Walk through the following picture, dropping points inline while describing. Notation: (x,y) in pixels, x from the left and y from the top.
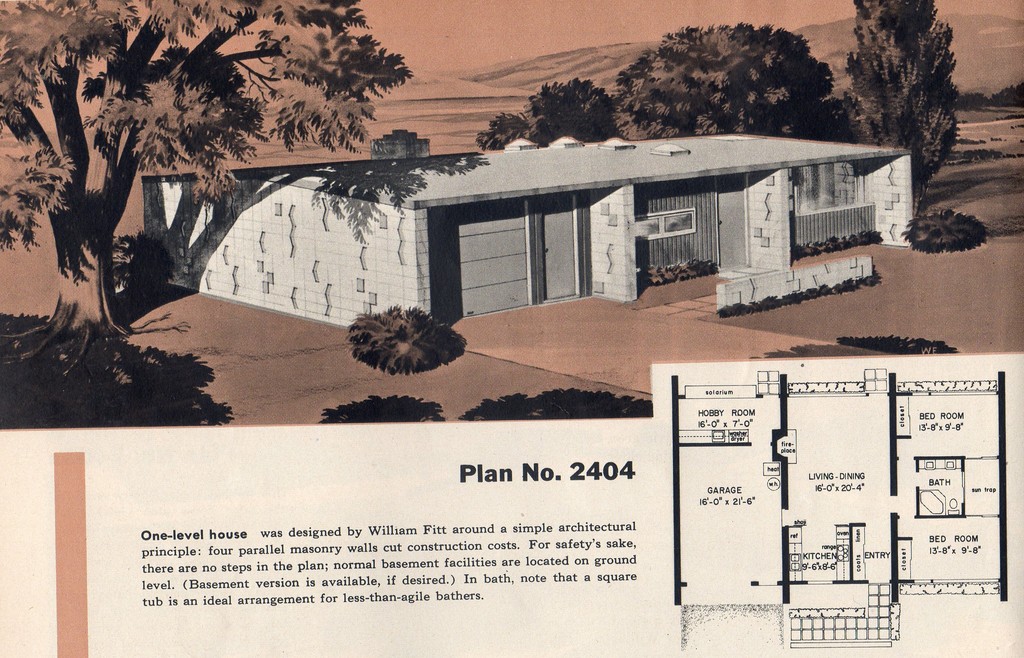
In the image there is a building (446,240) with trees (597,116) on all over it and below there is text (625,561) with a plan (727,474) beside it.
